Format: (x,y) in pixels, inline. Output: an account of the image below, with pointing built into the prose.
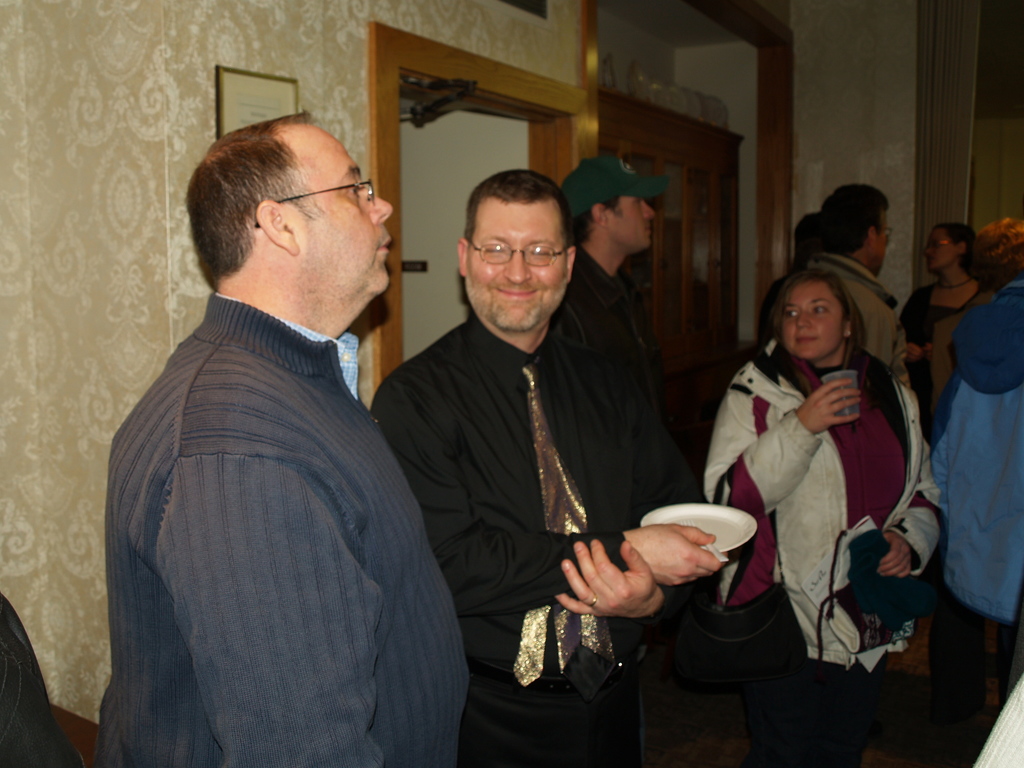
In the image there are few people (979,278) standing. Few of them are holding plates (735,526) and glasses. Behind them there is a frame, door (536,111) and cupboard (697,230) and also there is a wall (888,106).
